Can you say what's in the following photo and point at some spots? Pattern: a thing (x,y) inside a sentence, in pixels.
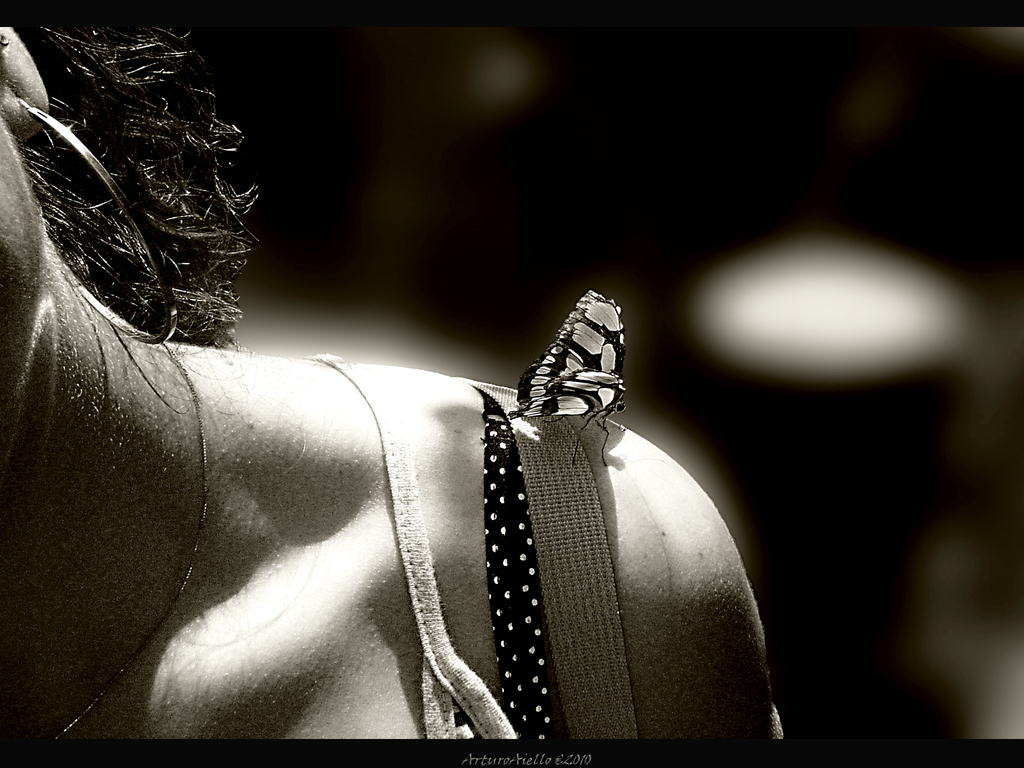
Here in this picture we can see a butterfly (541,393) present on the shoulder (418,436) of a woman (233,473).
